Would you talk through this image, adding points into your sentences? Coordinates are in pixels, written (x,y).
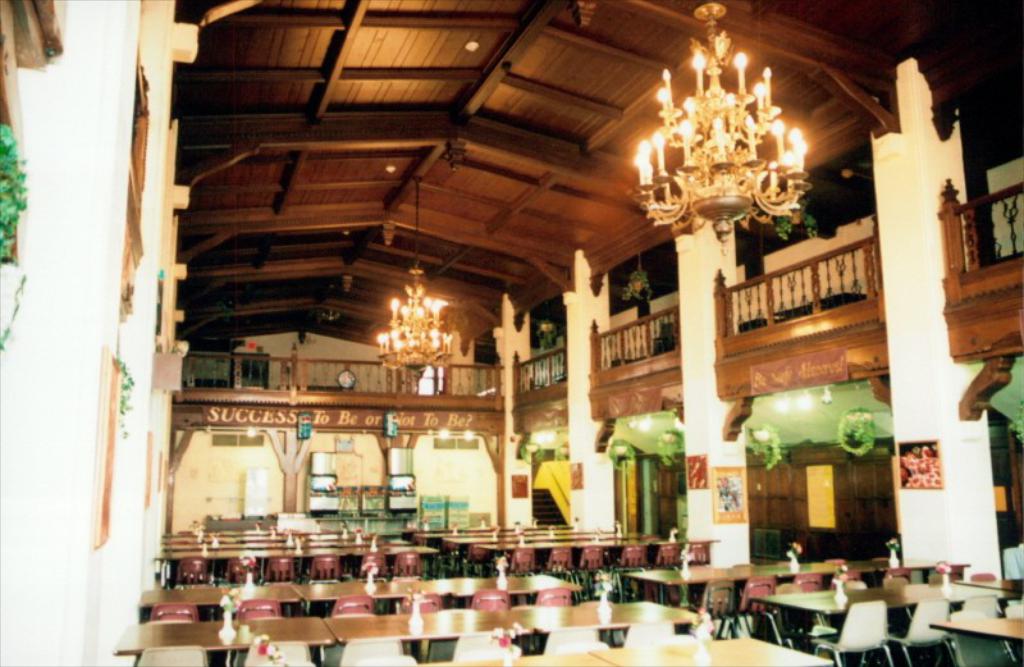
In the image we can see there are many chairs (481,592) and tables (408,583). On the table (335,623) we can see pots (698,646) and flowers (709,623) in it. Here we can see the pillars (713,426), fence (749,316) and the chandeliers (791,192).
